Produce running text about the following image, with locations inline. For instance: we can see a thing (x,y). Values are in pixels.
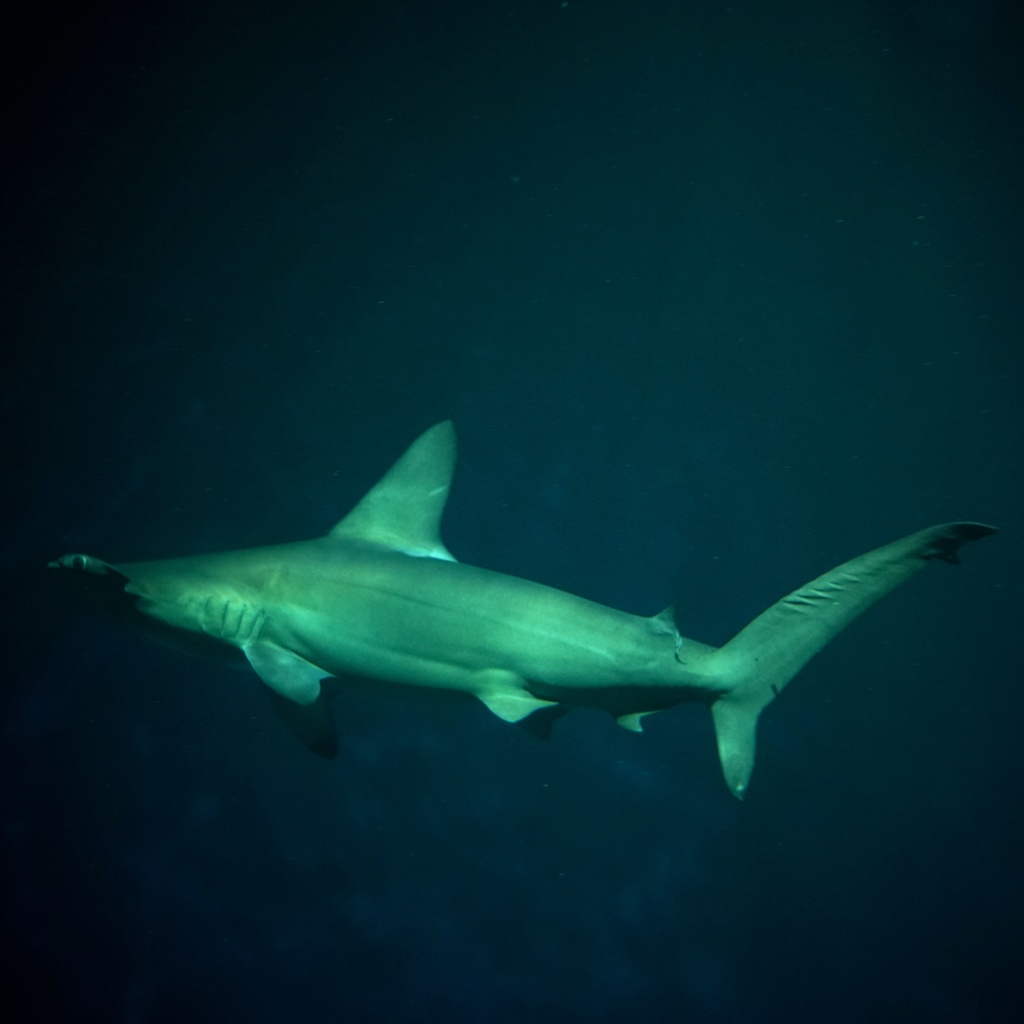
This is a zoomed in picture. In the center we can see a fish (80,565) seems to be swimming in the water (337,441).
